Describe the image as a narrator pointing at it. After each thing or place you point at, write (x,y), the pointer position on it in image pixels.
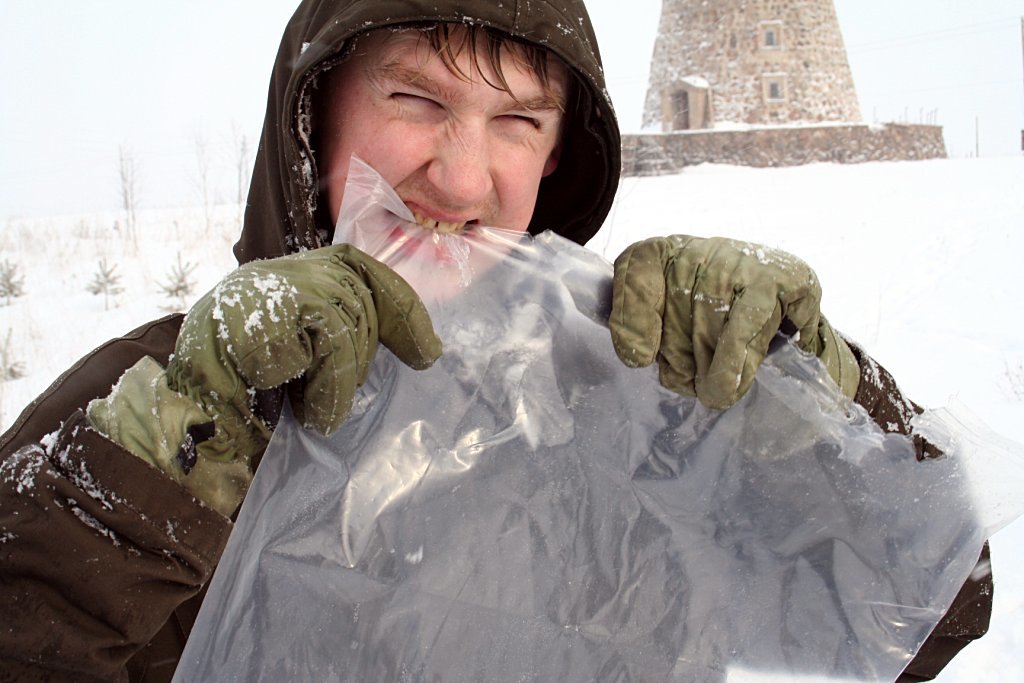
In this image I can see a man (249,231) and I can see he is wearing gloves (316,270) and a jacket (139,342). I can see he is holding a plastic (476,328). In the background (1018,314) I can see a building (651,69), grass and ground (913,257) full of snow (919,223).
